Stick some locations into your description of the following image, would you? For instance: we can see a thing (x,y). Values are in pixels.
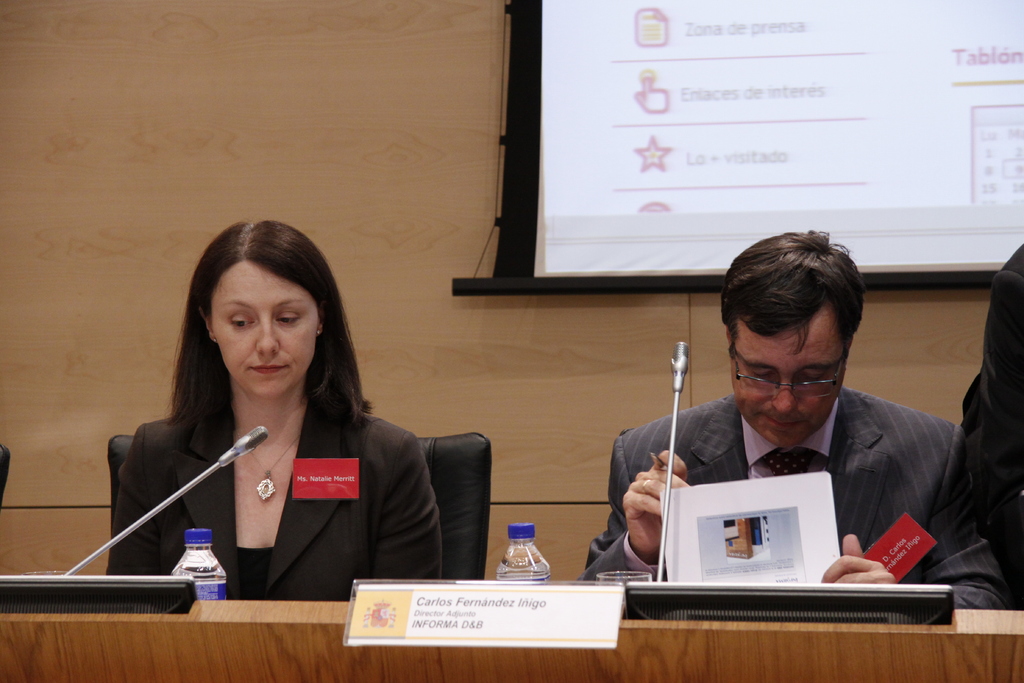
In this picture we can see woman (262,373) and man (786,366) sitting on chair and in front of them we have table (331,605) and on table (654,640) we can see mic (674,384), bottles (506,578) and in background (371,156) we can see wall (494,93) with screen (648,162).
